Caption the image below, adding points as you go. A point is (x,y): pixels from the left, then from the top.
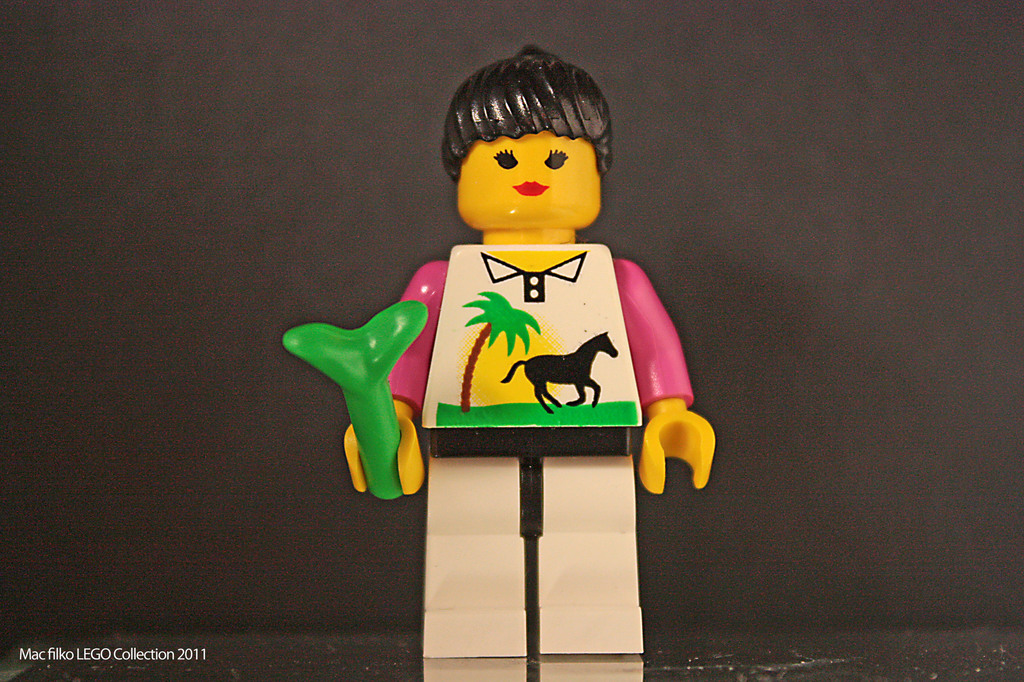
In the image in the center (617,296) we can see one toy (523,330). On toy (527,421), we can see design of horse (543,373), tree (496,313), grass (584,419) and white color shirt (552,298). And we can see toy (522,408) is holding some green color object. On the left bottom (33,652) we can see watermark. In the background (338,323) there is a wall (38,100).
